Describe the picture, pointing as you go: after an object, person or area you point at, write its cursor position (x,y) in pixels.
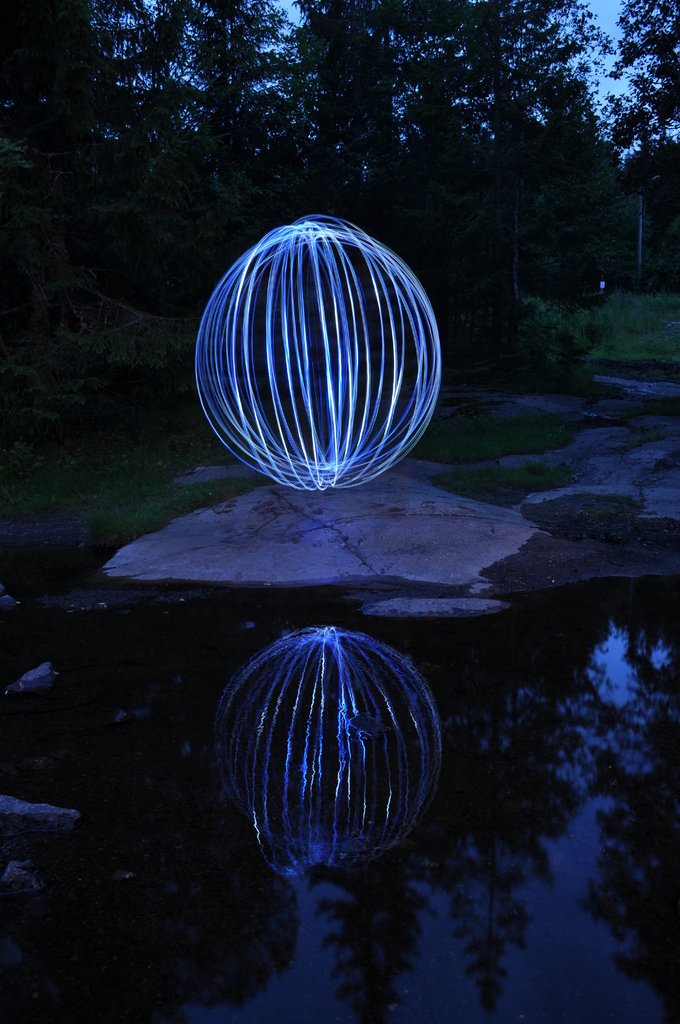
In this image we can see the circular object (275,447) on the floor (275,493). We can also see the trees (70,215) and also the water (410,715). Some part of the sky (609,63) is also visible in this image.
